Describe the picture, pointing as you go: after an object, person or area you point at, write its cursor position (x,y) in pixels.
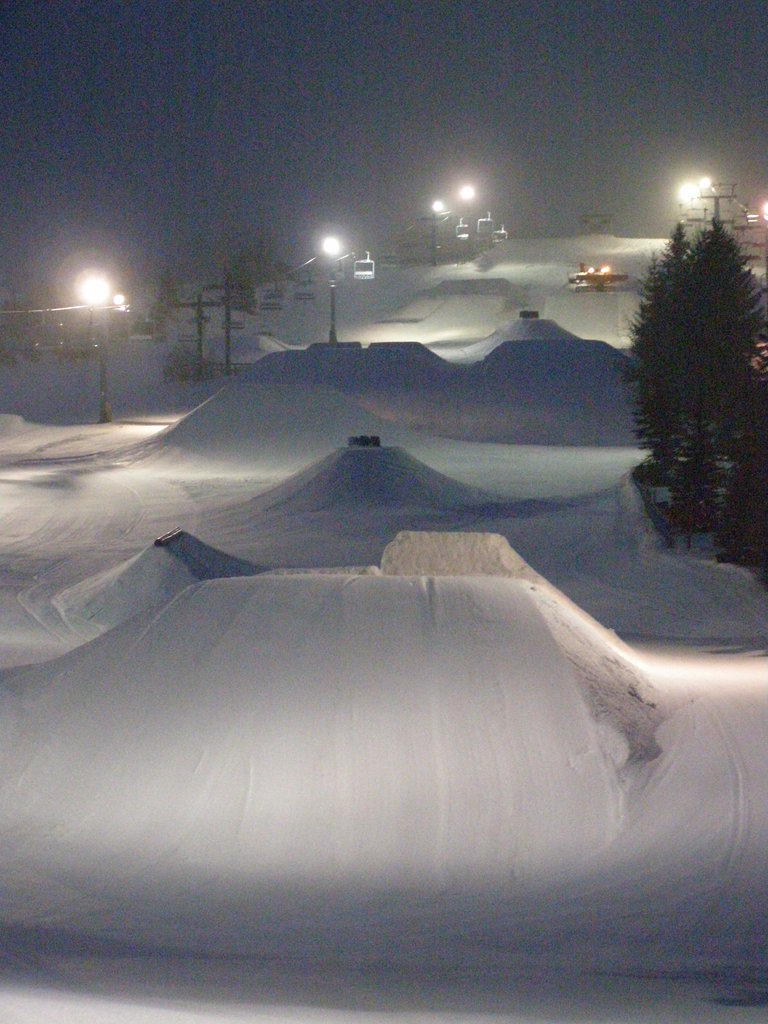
In this picture we can see trees (640,326), snow (252,447), light poles (437,204), lift chairs (482,220) and some objects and in the background (421,187) we can see the sky (367,114).
